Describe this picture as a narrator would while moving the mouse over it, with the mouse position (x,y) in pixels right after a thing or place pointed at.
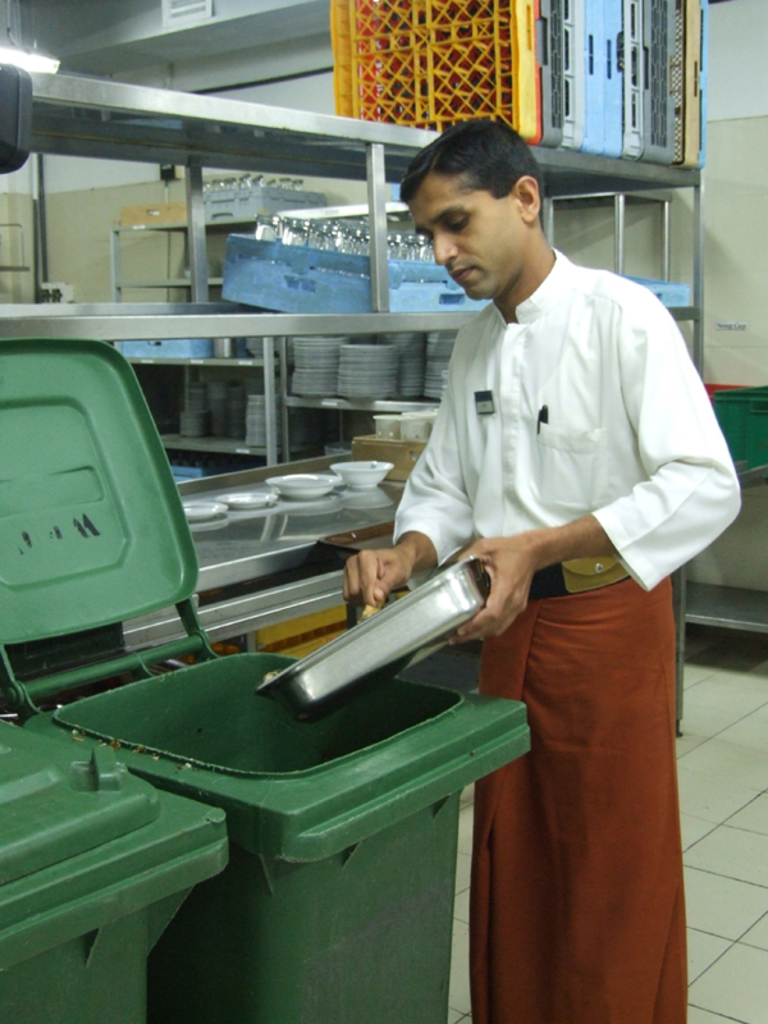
In this picture we can see a man (513,429), he is holding a tray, in front of him we can find dustbins (174,721), in the background (378,382) we can see plates (316,363), glasses (330,254), trays (497,68) and a light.
